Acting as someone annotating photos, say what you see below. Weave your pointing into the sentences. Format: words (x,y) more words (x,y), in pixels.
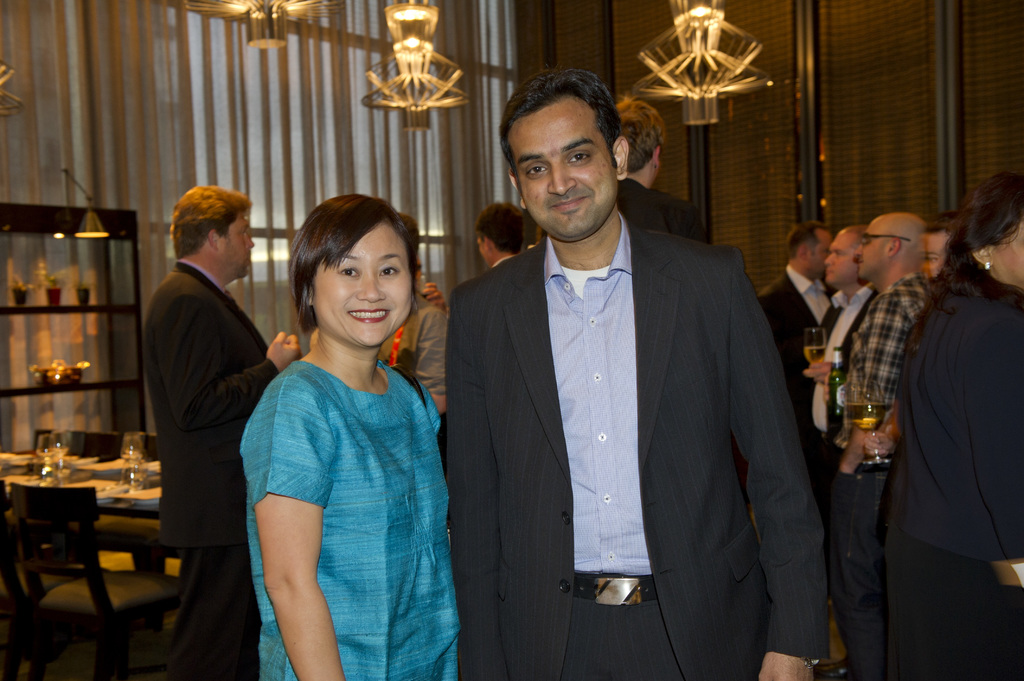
Here is a women (390,500) and men (587,485) standing and smiling. At background (227,283) there are group of people (164,428) standing and holding wine glasses (847,399). This is a table (143,491) with some things (134,476) on it. This is a empty chair (98,572). At background (41,392) I can see a rack (85,313) with some small flower pots (81,290).
